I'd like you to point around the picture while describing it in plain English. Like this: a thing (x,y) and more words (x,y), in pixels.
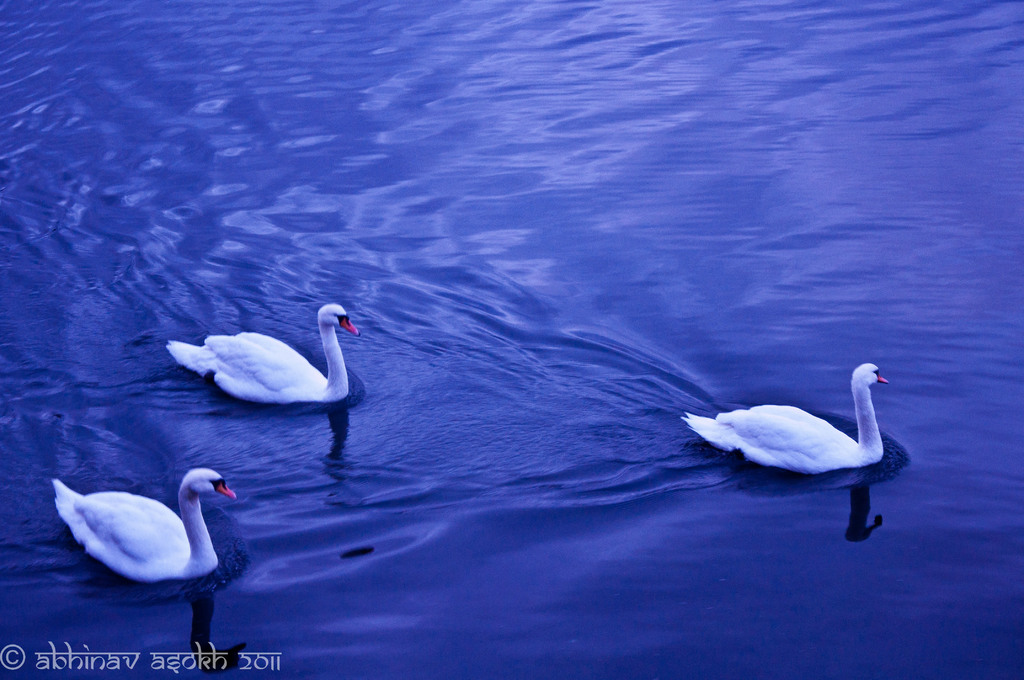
In the picture we can see a photograph of the water (500,477), which is blue in color in it, we can see three swans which are white in color.
